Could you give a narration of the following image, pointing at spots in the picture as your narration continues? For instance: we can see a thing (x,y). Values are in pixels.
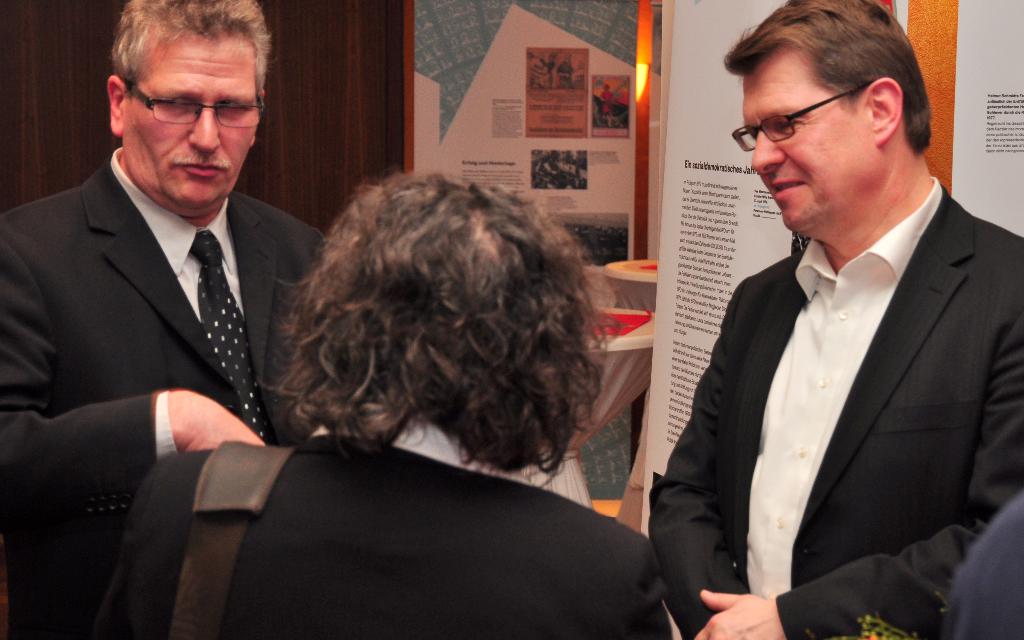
In this image I can see three persons (856,103) are standing. In the background (656,134) I can see a wall (327,116), tables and boards (691,32). This image is taken may be in a hall (640,256).
